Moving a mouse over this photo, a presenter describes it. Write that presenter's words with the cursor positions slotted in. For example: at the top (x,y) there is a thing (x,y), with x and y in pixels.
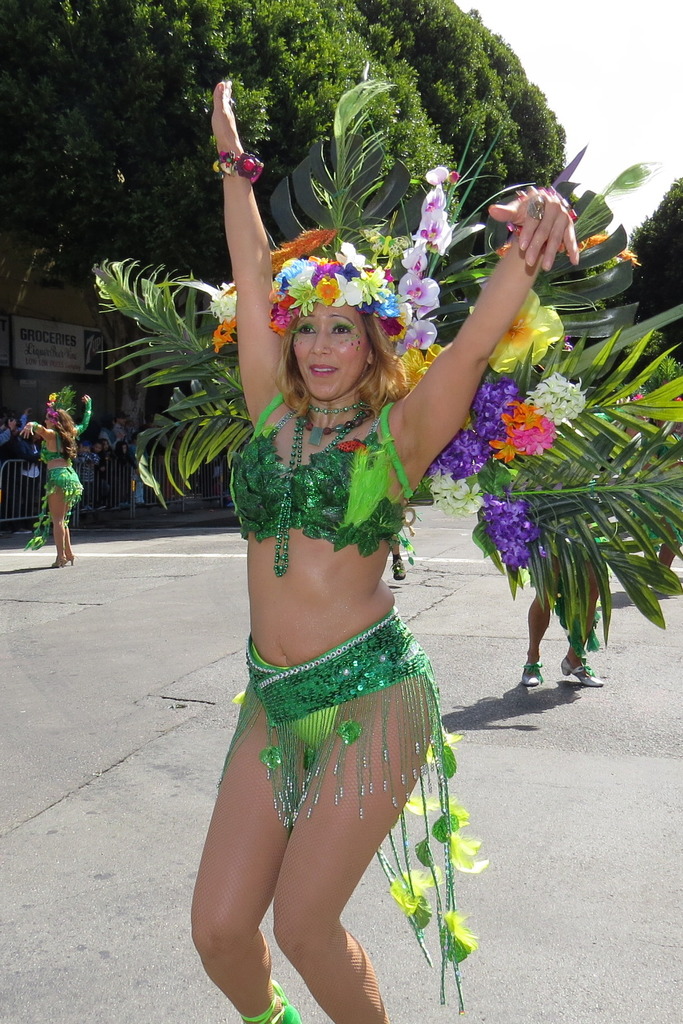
The woman (288,739) in front of the picture who is wearing the green color costume (313,486) is dancing. She is smiling. Behind her, we see women (34,424) are wearing the same costumes (72,464) and they are standing on the road (450,545). On the left side (101,434), we see the railing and beside that, people (13,420) are standing. Behind them, we see a board (60,358) in white and blue color with some text (34,344) written on it. There are trees (200,126) in the background (663,232). At the bottom (107,893), we see the road (107,587). At the top (579,103), we see the sky (566,72).
